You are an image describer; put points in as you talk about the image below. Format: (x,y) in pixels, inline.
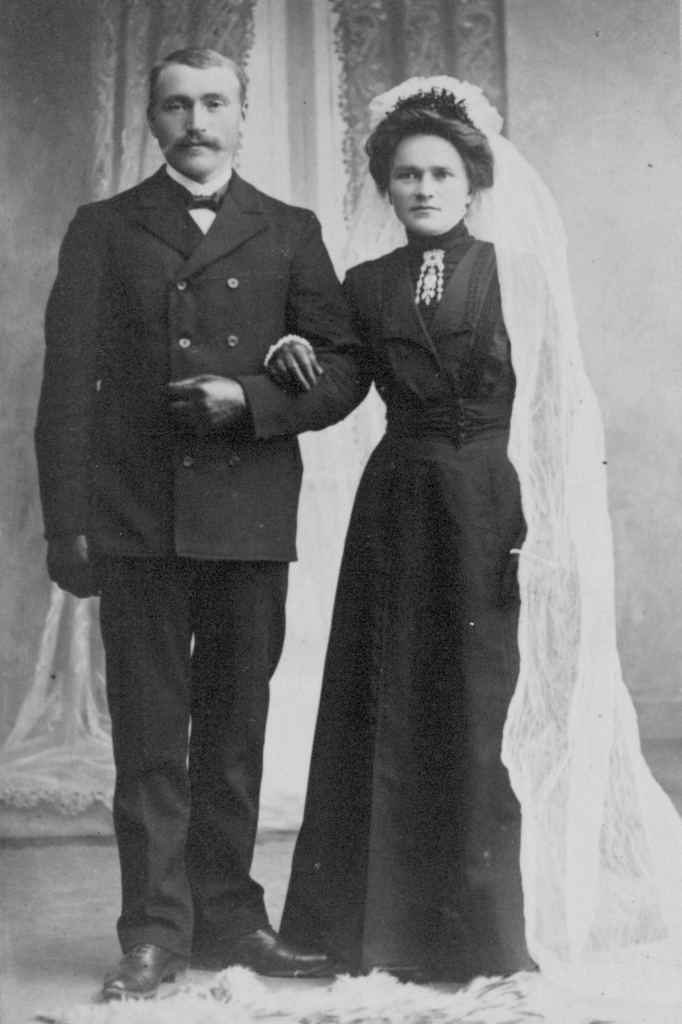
In this picture we can see a man (229,771) and a woman (358,552) standing on the floor (71,896) and at the back of them we can see the wall (574,80), curtains (304,3).
